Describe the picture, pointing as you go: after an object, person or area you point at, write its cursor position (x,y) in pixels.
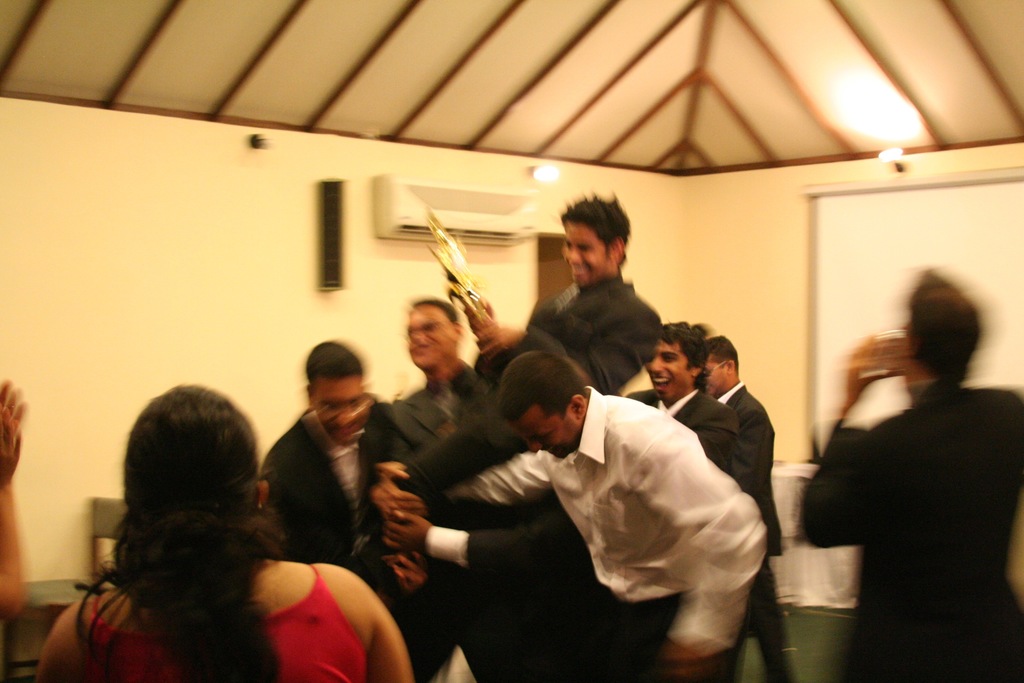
In this image we can see some group of persons (555,436) standing and persons (425,409) lifting up a person (598,348) who is wearing black color dress (602,334), also holding some award (450,255) in his hands (493,313) and in the background of the image (1012,255) there is a projector screen (1002,272), AC (401,225), sound box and there are some lights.
